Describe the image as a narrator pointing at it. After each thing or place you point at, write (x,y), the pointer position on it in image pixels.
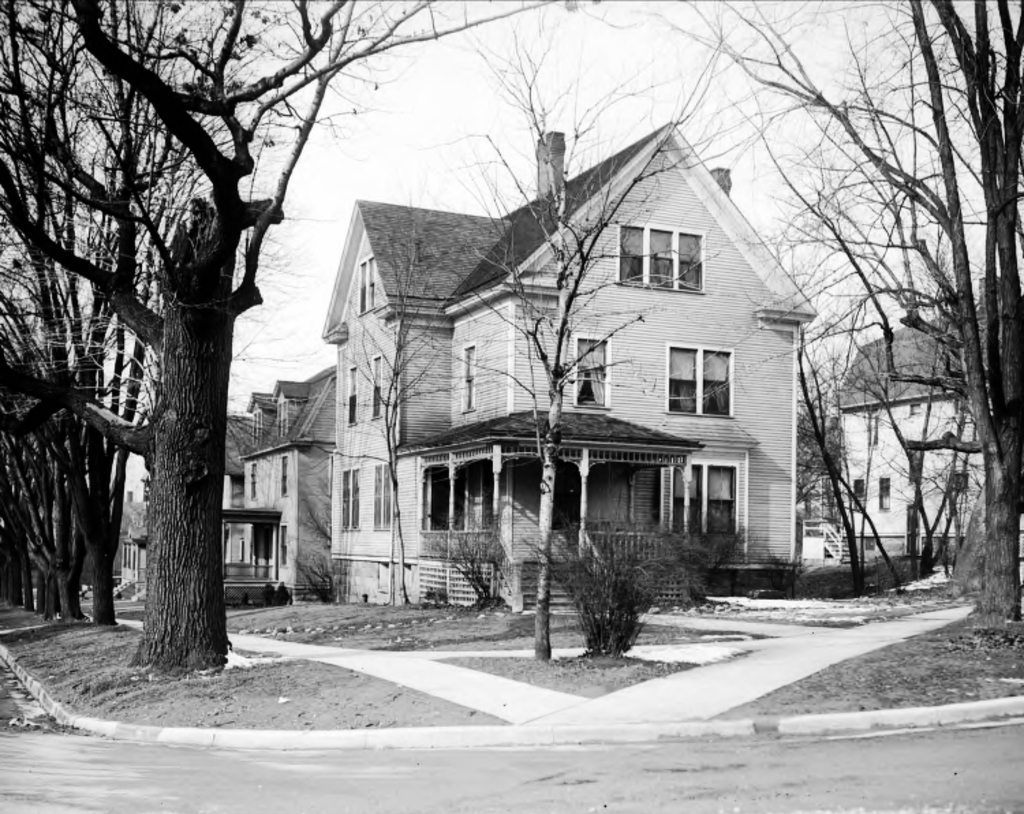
In the image we can see there are trees (167,561) and there are buildings (514,470). There are plants (625,624) on the ground (446,720) and there is a clear sky (390,178). The image is in black and white colour.
